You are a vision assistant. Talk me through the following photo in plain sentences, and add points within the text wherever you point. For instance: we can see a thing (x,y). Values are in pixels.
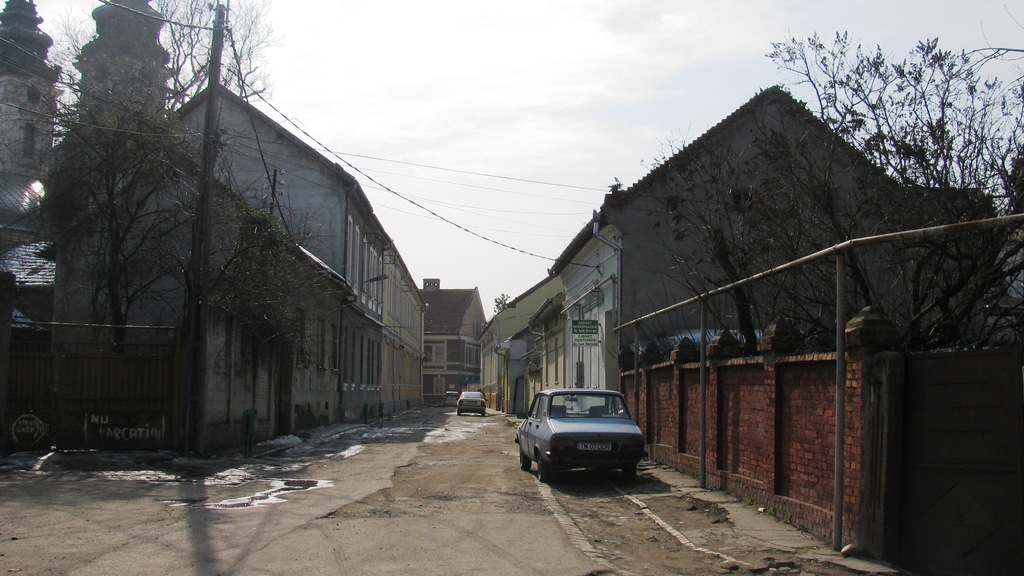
In this image I can see two vehicles (588,462) on the road (375,447), background (387,370) I can see few buildings (349,355) in cream, gray and brown color and I can also see trees (155,241) and the sky (593,121) is in white color.
